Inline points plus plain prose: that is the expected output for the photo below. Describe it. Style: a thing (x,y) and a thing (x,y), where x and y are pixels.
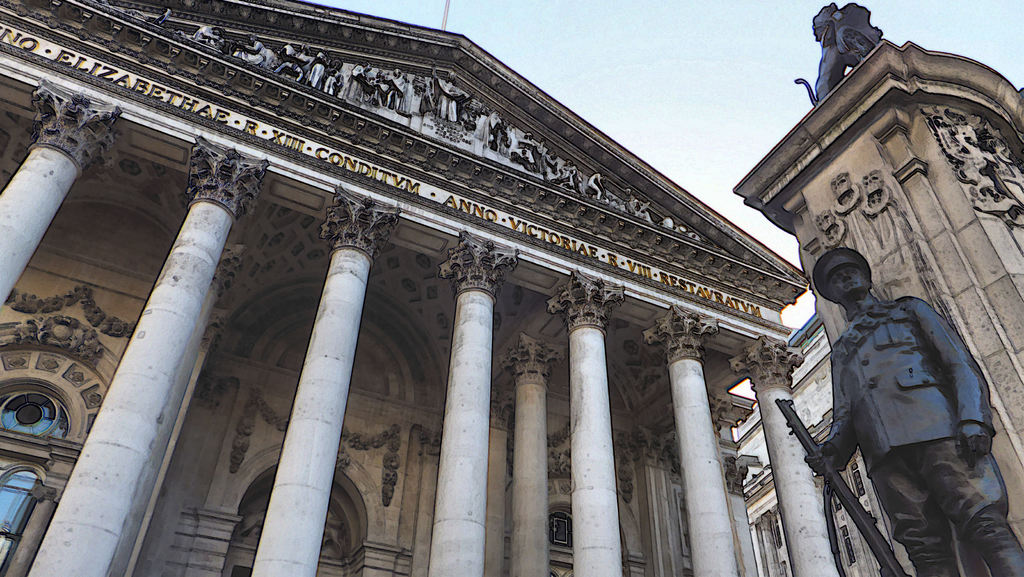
In this image we can see an edited image. In the edited image there are buildings (288,383), name board (223,109), sculptures (865,36) on the wall (305,85), statue (844,383) and sky (665,103) with clouds (721,108).
